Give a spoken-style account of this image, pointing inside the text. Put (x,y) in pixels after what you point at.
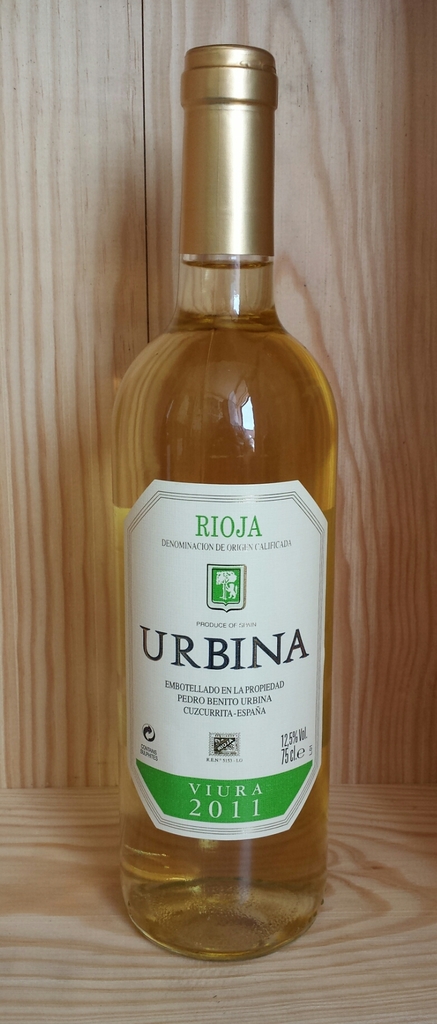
In this image there is a bottle (296,716), which is having a golden color lid (217,195). It is kept in a wooden rack (71,287). On which a sticker (245,639) is pasted. And it is written as 'URBINA'.
